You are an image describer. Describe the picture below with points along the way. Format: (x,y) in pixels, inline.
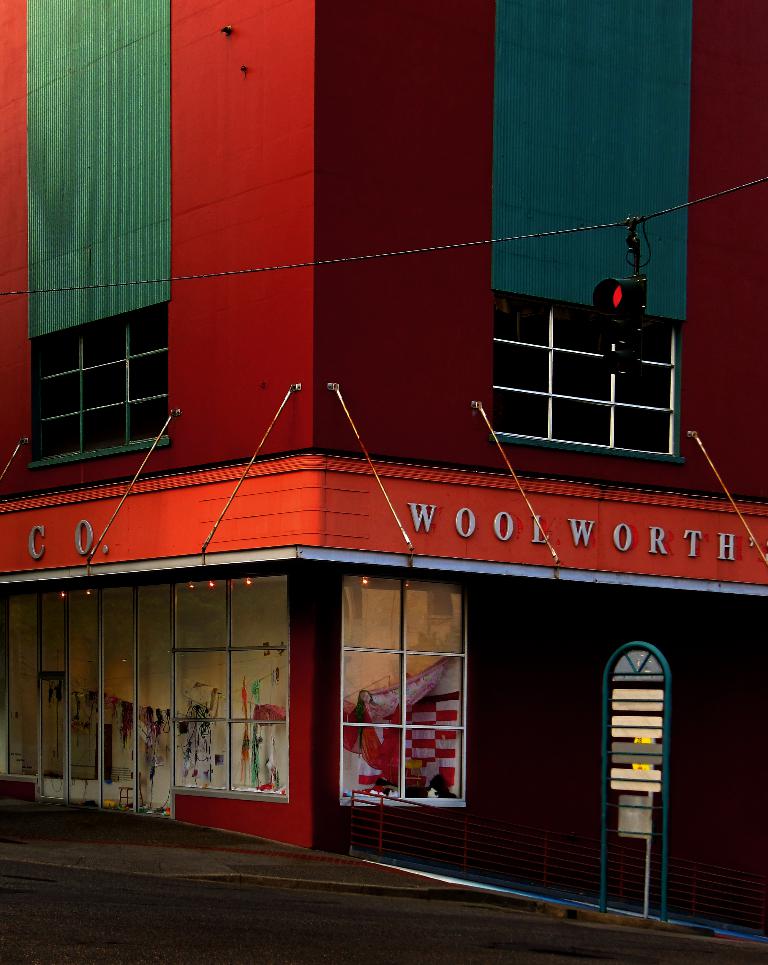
In this image I can see a red colour building (383,94), few boards (624,661), number of clothes (361,717), a wire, a signal light (619,302) and here I can see something is written.
